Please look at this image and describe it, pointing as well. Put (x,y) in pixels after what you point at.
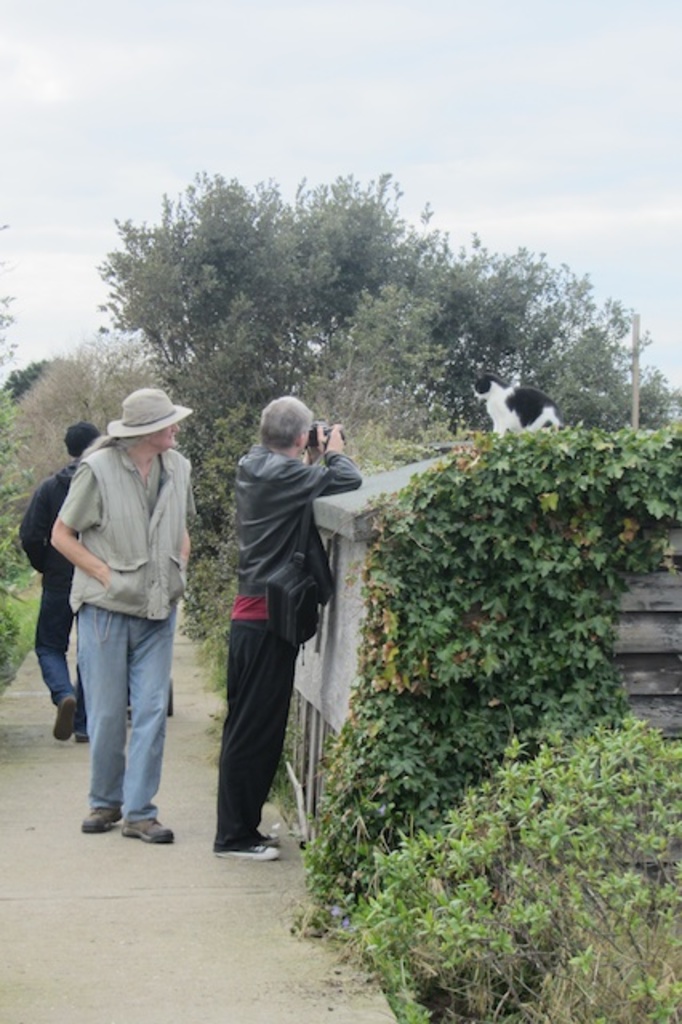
In this image I can see three persons (152,530) are standing on the left side (138,395) and on the right side (566,527) I can see few plants (510,613) and a cat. In the background (383,322) I can see number of trees (447,375), a pole (637,421) and the sky (601,284).
